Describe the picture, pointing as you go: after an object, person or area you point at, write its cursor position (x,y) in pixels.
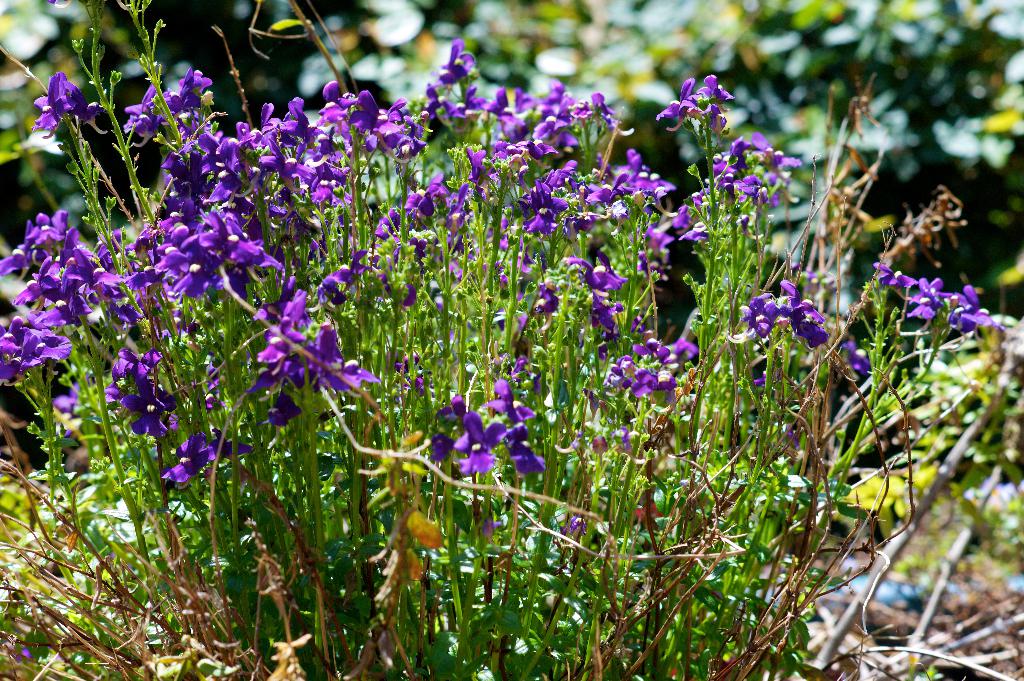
In the foreground of the picture (770,507) there are plants (659,494), grass (52,550) and flowers (426,119). In the background (344,48) there is greenery (886,59).
